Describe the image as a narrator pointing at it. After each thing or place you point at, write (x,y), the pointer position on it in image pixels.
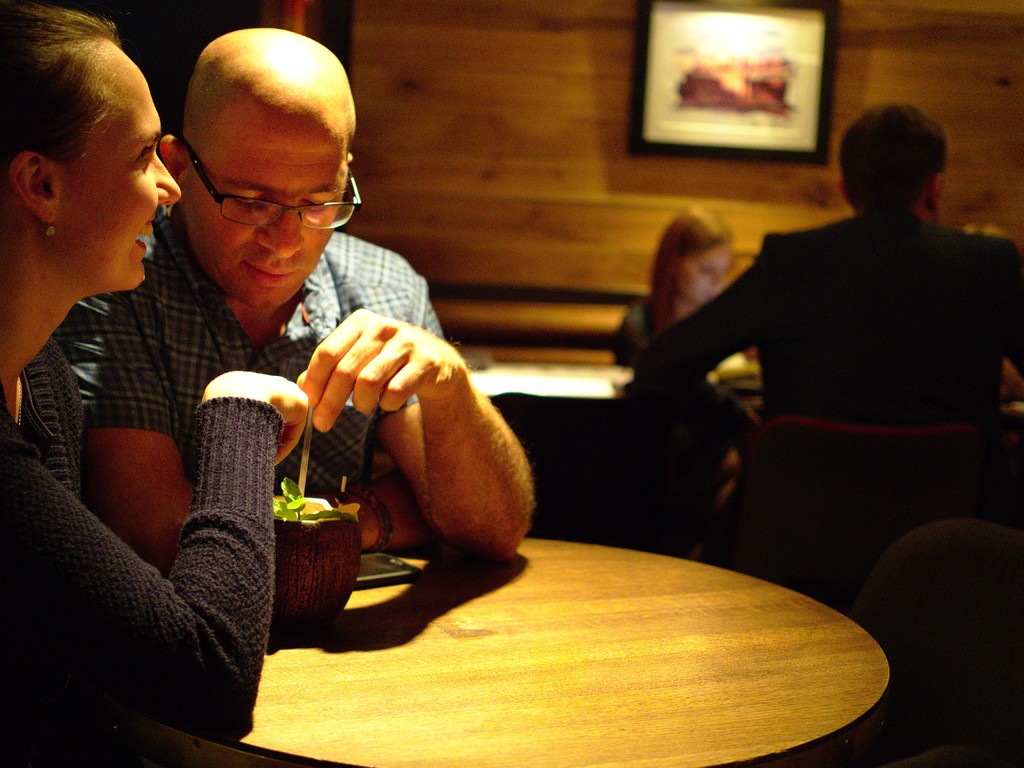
On the left side of the image (182,226) there is a man (181,274) and a woman (97,243) sitting on chairs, in front of them on the table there are some objects (303,561), behind them there are a few other people (735,296) sitting on chairs (853,437), in front of them on the tables (511,375) there are some objects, behind them on the wall (607,115) there is a photo frame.
